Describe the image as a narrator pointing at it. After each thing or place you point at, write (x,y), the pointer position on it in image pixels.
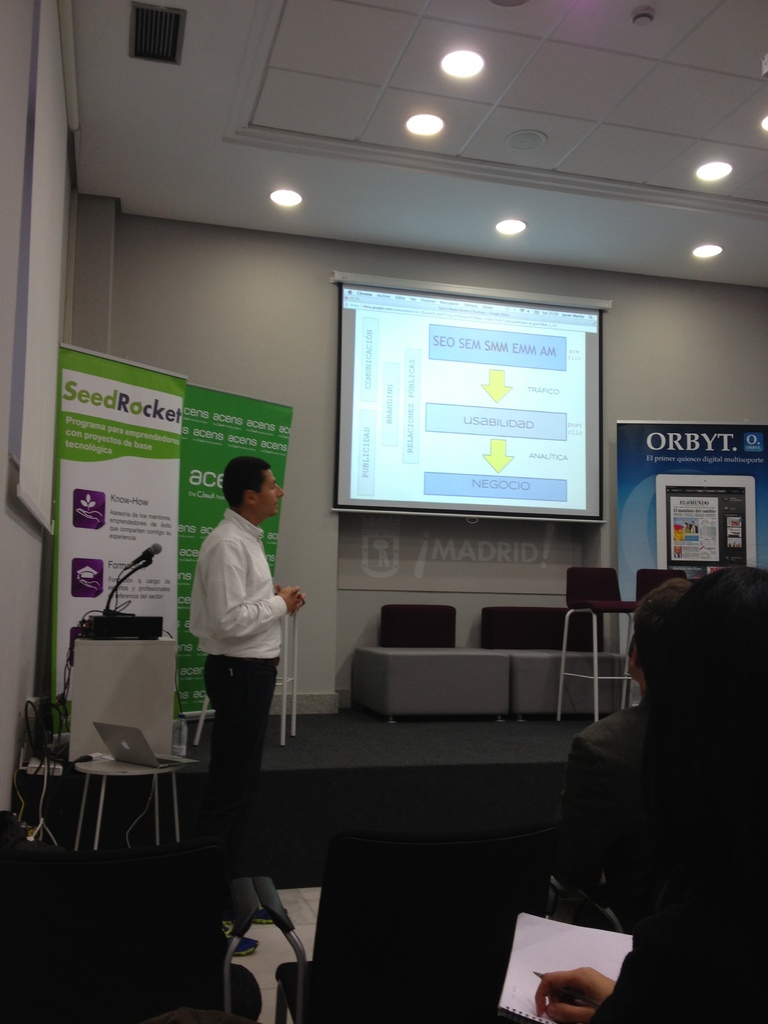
A man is standing at here behind him there is a projector image (394,421) at the top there are lights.
